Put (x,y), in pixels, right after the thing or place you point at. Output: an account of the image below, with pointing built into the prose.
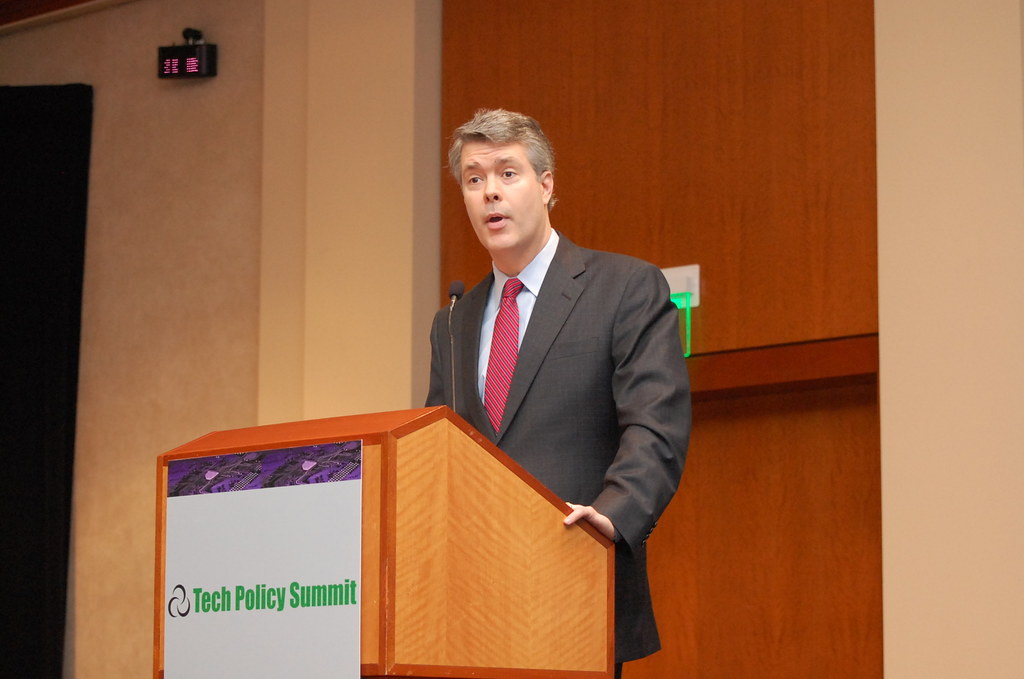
This image consists of a man (559,462) standing near the podium (524,534) and wearing a black suit (580,462) is talking. In the background (457,222), there is a wall (231,178) along with the pillars (291,186). The podium (449,469) is made up of wood (526,594).
